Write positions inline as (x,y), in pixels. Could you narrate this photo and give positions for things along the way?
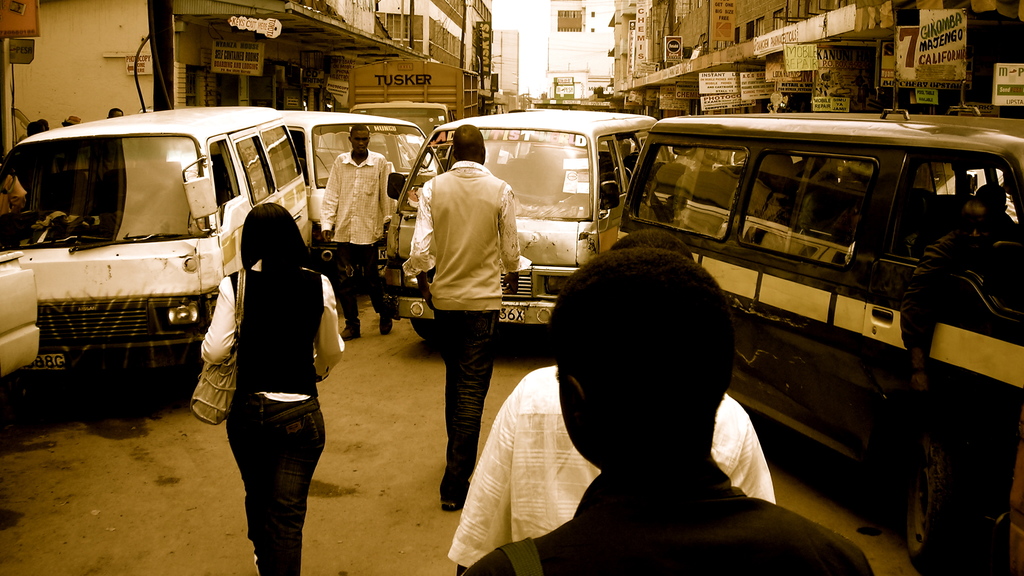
In this image there are a few people (286,361) walking on the roads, around them there are vehicles (80,249) on the road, on the either side of the road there are buildings (675,70) with shops (227,81), on top of the shops (635,89) there are name boards (23,57) and there are sign boards (726,84) and lamp posts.
